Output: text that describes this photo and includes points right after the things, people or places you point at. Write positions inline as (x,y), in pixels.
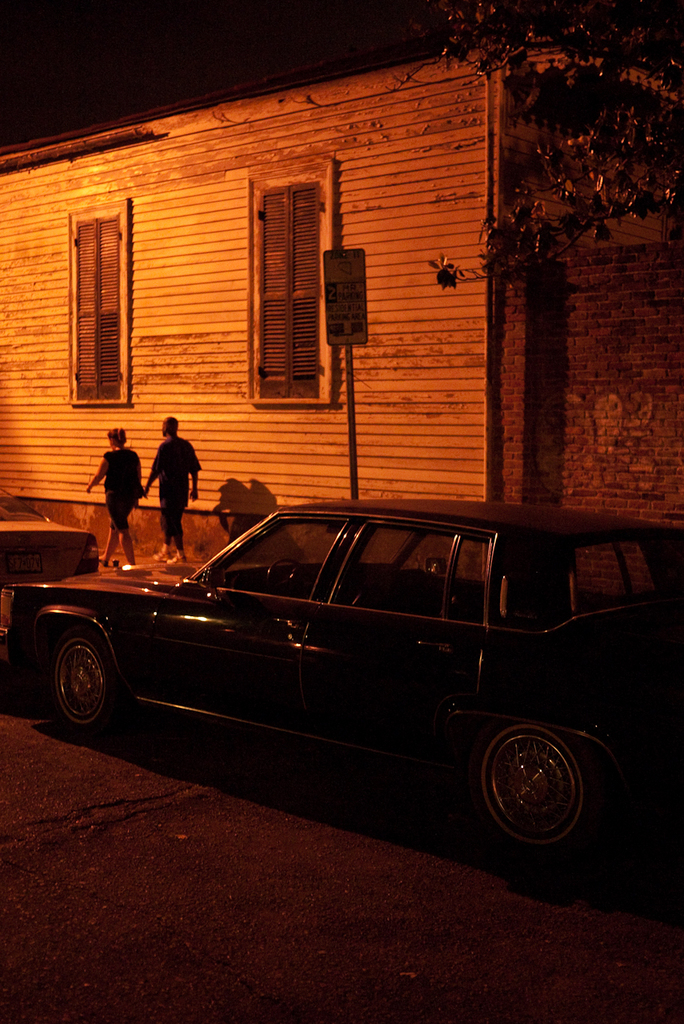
In this image I can see the car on the road (198,775). To the side of the car (104,575) I can see two people (124,469) and the board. In the background (397,340) I can see the tree (618,50), house (249,239) with windows (262,329) and the sky (184,53).
